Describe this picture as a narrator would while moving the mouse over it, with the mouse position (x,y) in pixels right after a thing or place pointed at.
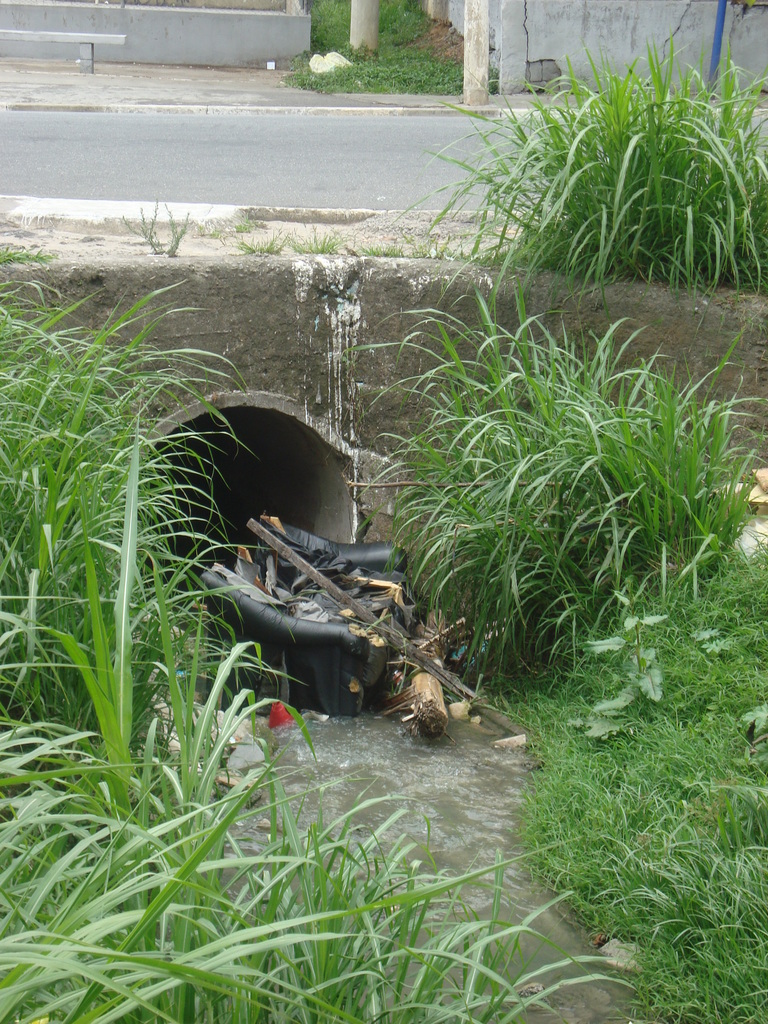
In this picture we can see some scrap (223,575) in the water (339,738) under a tunnel (291,398) surrounded by grass (638,809) and bushes (638,638). At the top (89,144) we can see the road (253,164).
